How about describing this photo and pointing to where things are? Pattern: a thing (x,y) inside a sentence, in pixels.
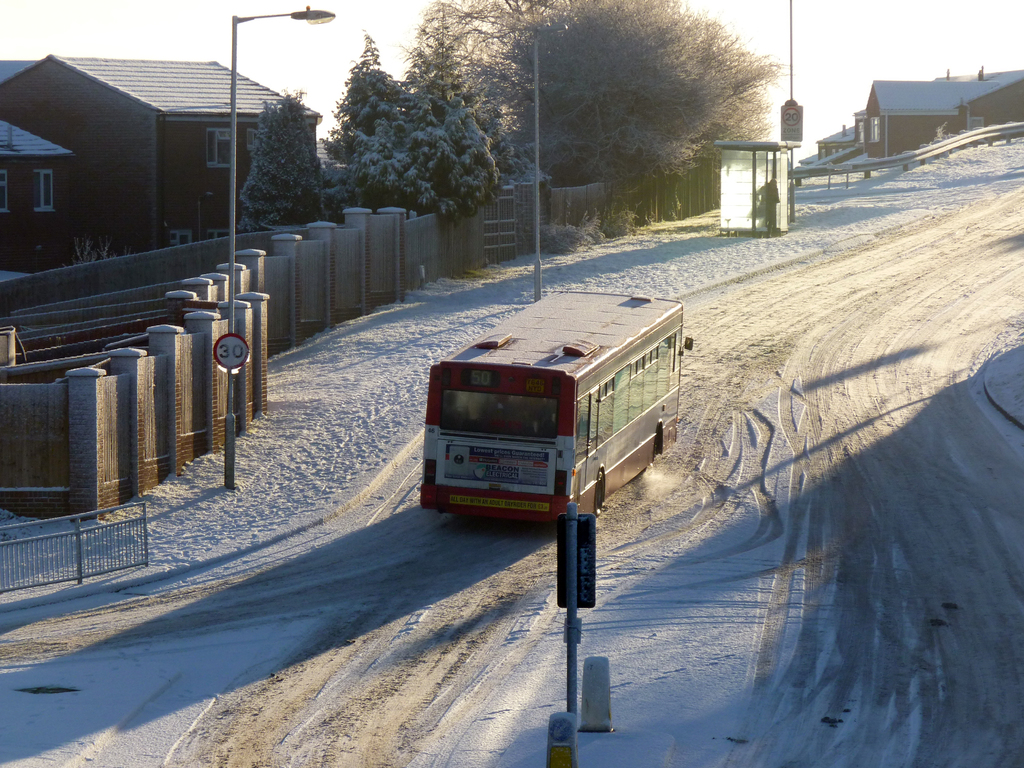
In this image we can see a vehicle (538,335) on the ground (520,293), there are some houses (167,102), trees (463,119), poles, lights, boards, railing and the wall (291,293), in the background (811,19) we can see the sky (399,59).
